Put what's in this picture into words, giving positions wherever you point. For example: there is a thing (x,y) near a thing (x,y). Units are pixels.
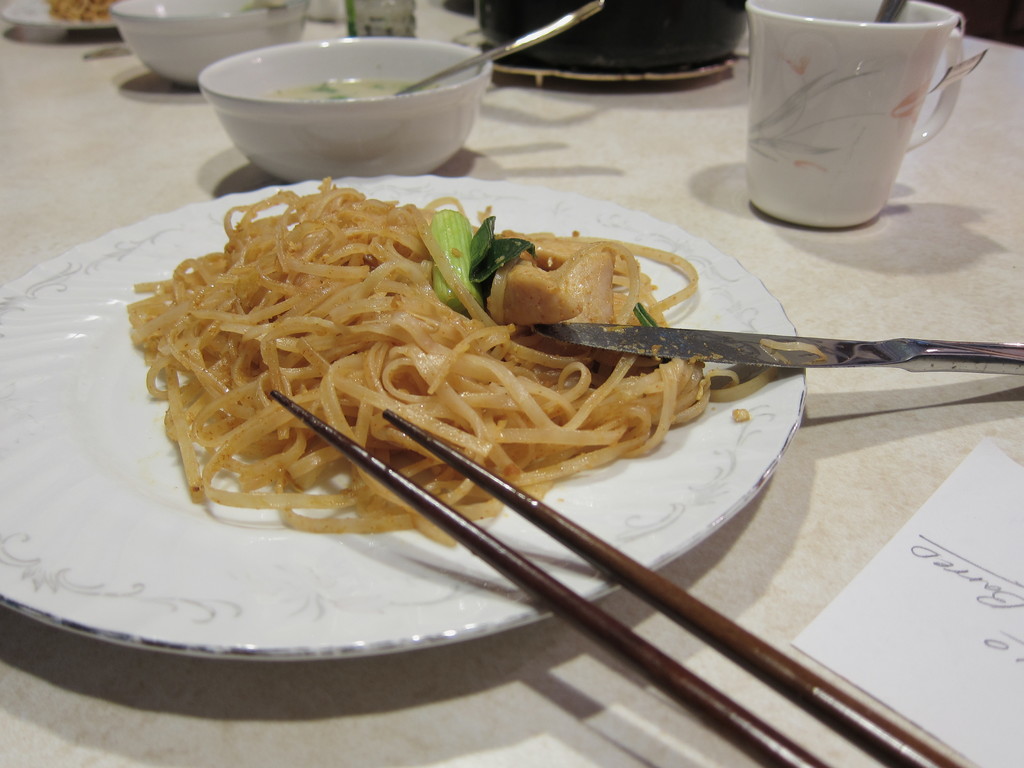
This is a white plate (159,559) with some spaghetti food (300,324) on the plate (613,489). These are the chopsticks (641,643) and knife (724,346). This is a table (895,274) where a cup (864,148), bowls (412,148), and piece of paper (913,599) are placed on the table (925,439).
